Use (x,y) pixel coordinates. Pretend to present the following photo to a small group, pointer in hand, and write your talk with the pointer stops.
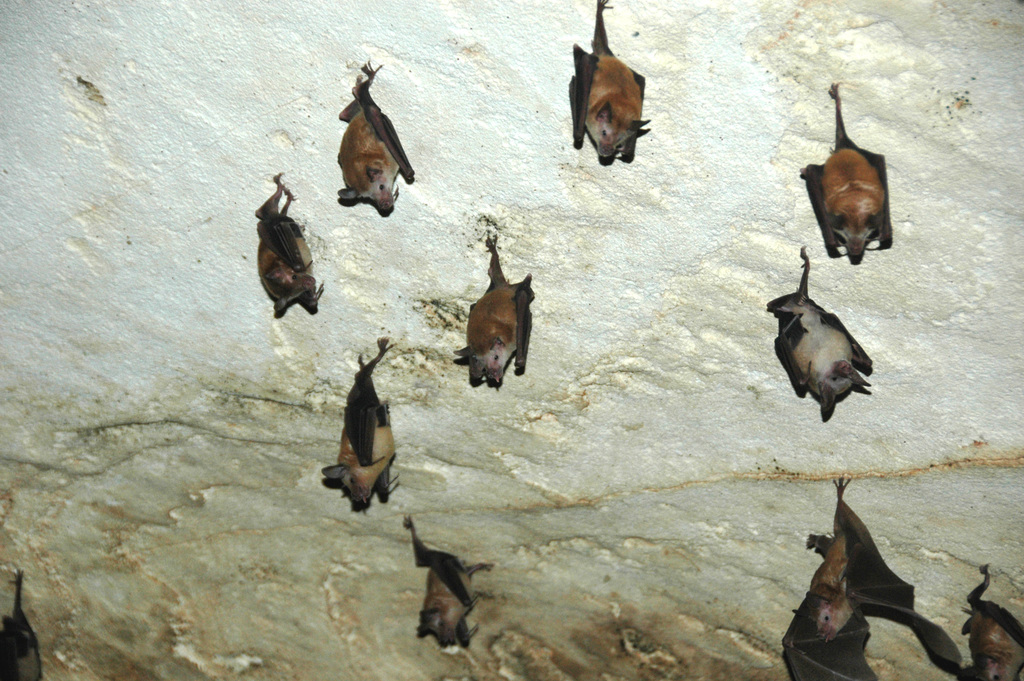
We can see bats (265,287) on a rock surface (443,352).
